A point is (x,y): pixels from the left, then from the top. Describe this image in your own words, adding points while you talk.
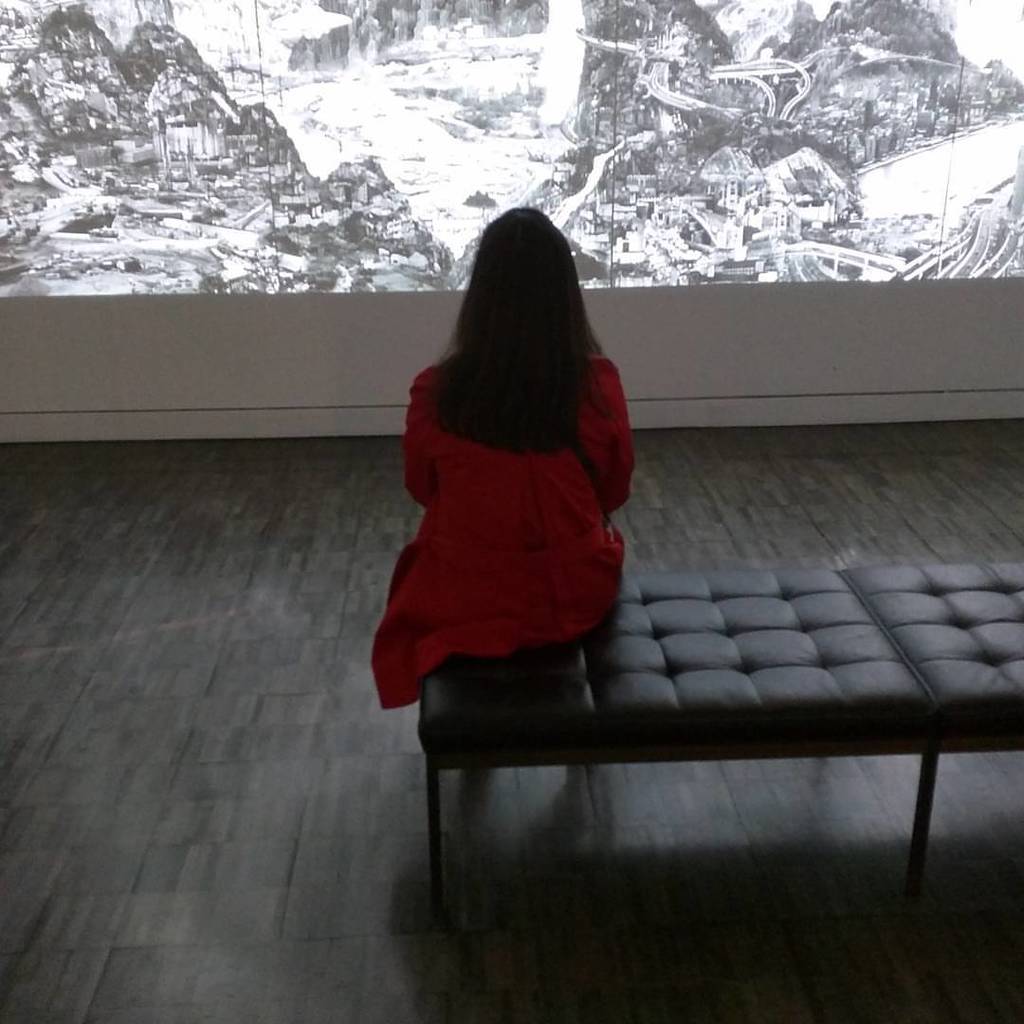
In the middle (577,466) a woman (491,249) is sitting on the sofa bed (629,698) looking at the picture (553,193).
